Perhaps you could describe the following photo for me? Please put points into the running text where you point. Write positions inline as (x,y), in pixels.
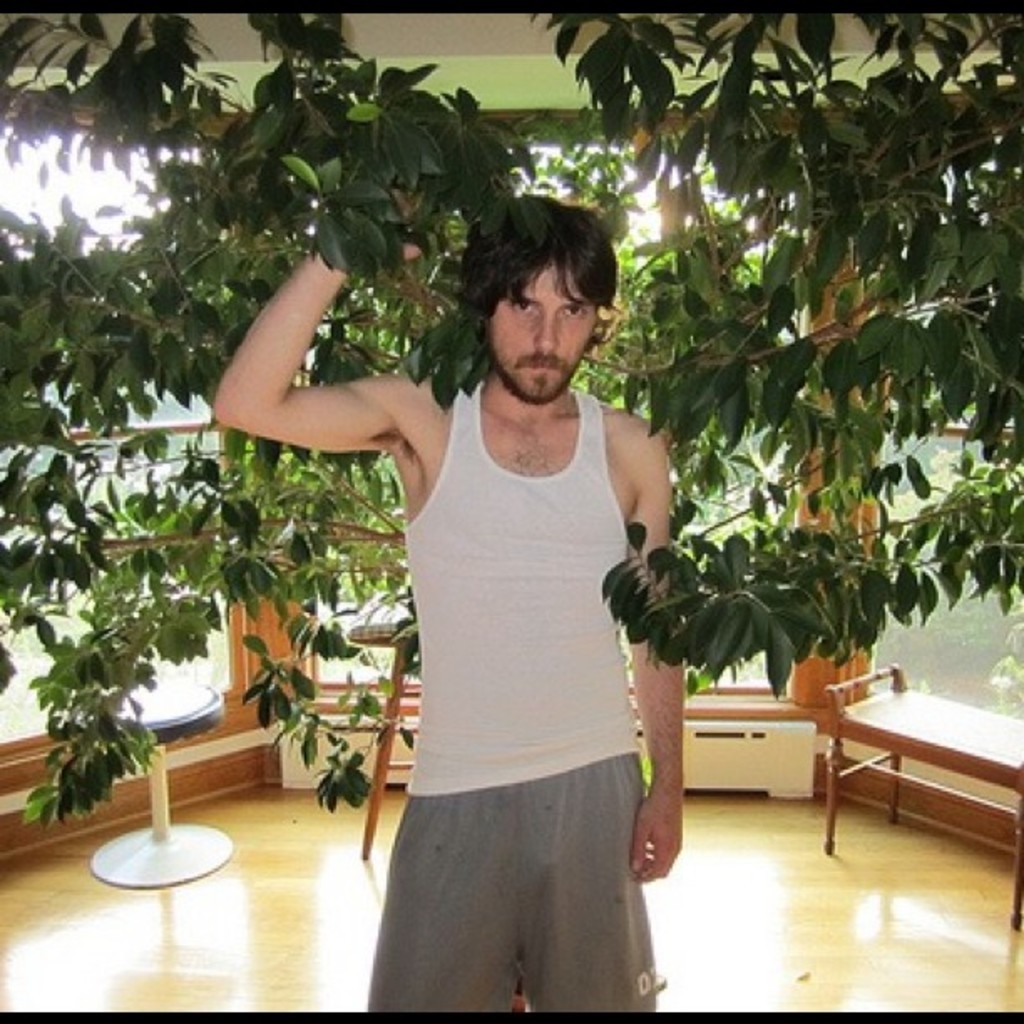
A person (592,589) is standing and holding tree leaves (114,368). In the background (151,771) there is a chair (150,729) and table (949,754).
